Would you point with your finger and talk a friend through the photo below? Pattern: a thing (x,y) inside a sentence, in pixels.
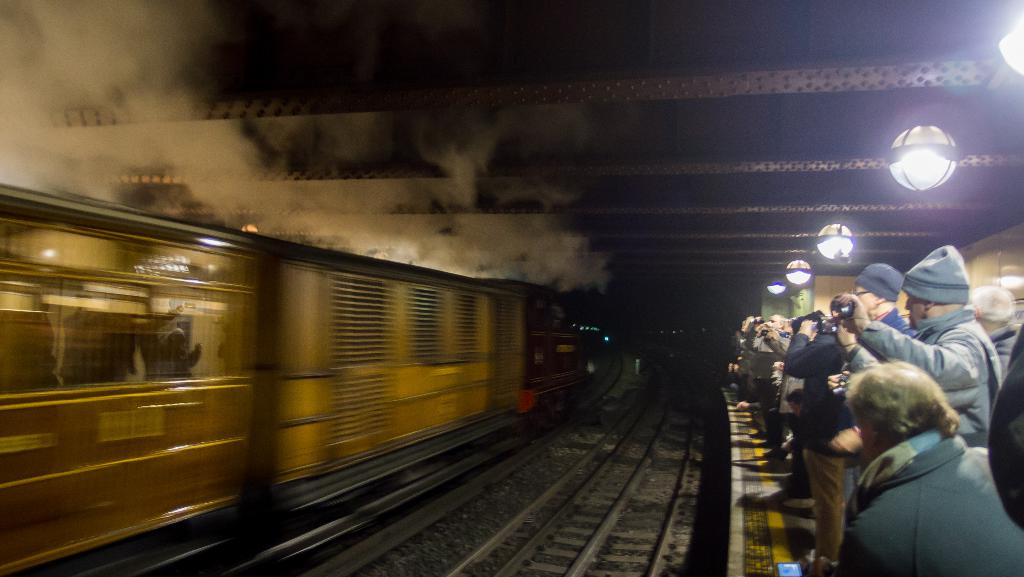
In this picture we can see some people (898,439) are standing on a railway platform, at the bottom (581,536) we can see railway tracks (631,531), on the left side (325,406) there is a train (348,409), we can see some lights (1023,43) on the right side (916,155), there is smoke (262,200) at the left top of the picture (141,129).
